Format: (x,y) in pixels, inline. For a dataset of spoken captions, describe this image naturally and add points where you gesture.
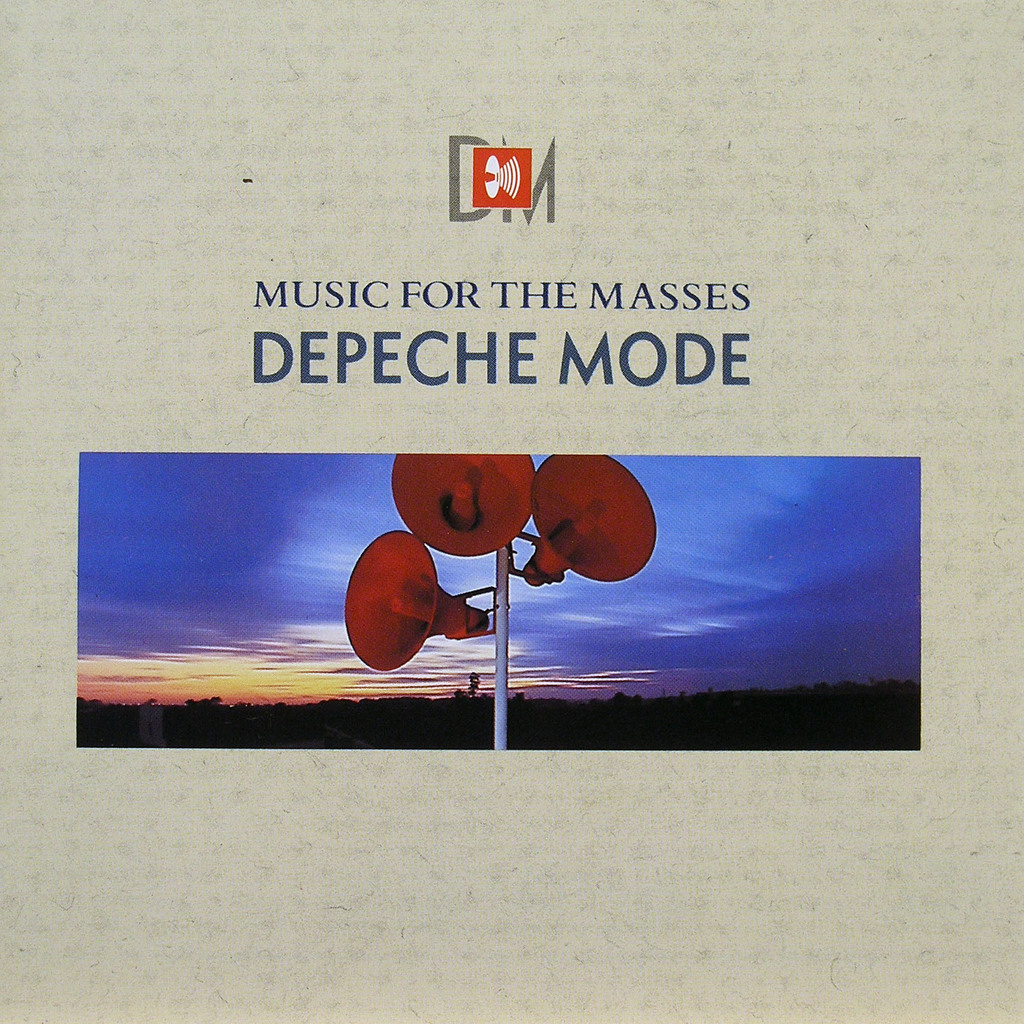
This image consists of a poster (553,575). In which we can see a pole (501,646) to which there are three speakers (575,532). In the background (121,735), there are trees (322,708). At the top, there is sky (421,670) in blue color. At the top (710,288), there is a text (719,312).
